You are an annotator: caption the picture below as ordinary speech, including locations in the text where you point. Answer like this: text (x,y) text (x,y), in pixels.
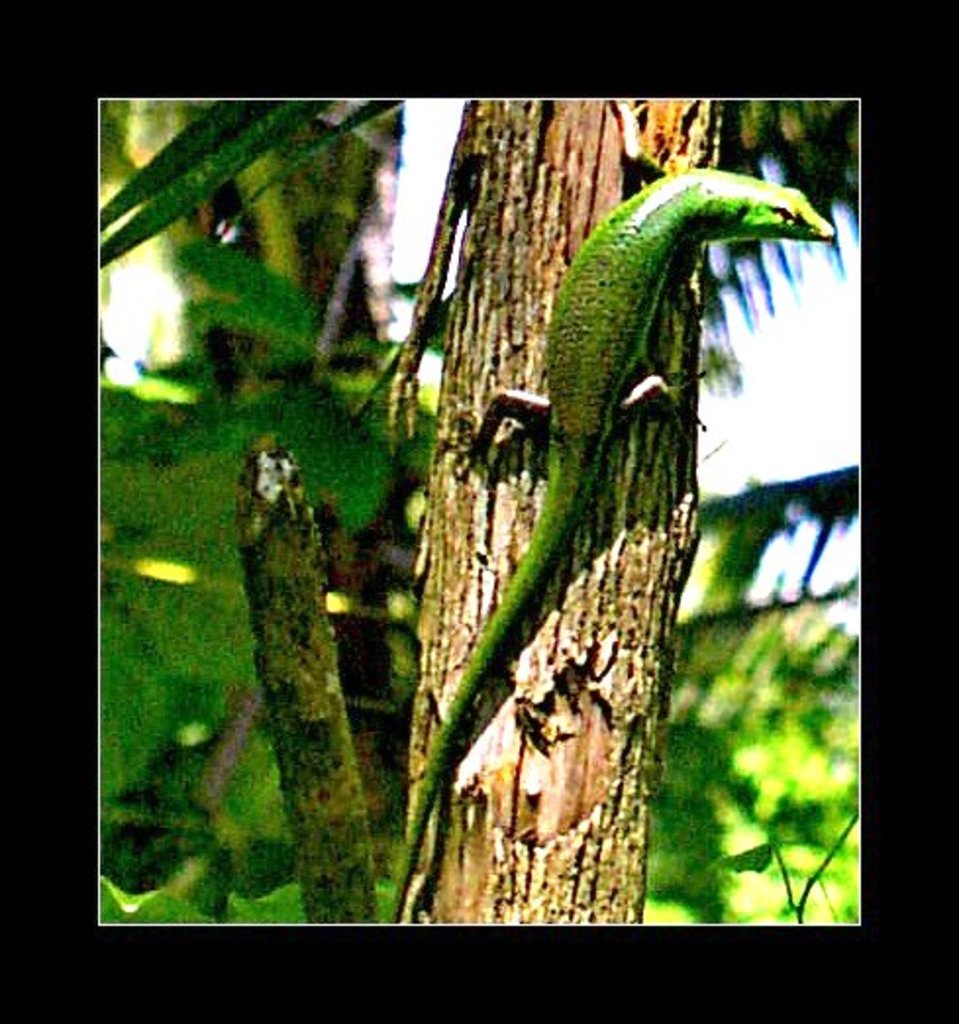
In this image there is a reptile (586,443) on the tree (619,724). Behind the tree (581,752) there are leaves (291,435) and branches (324,712). In the background of the image (801,378) there is sky (805,370).
